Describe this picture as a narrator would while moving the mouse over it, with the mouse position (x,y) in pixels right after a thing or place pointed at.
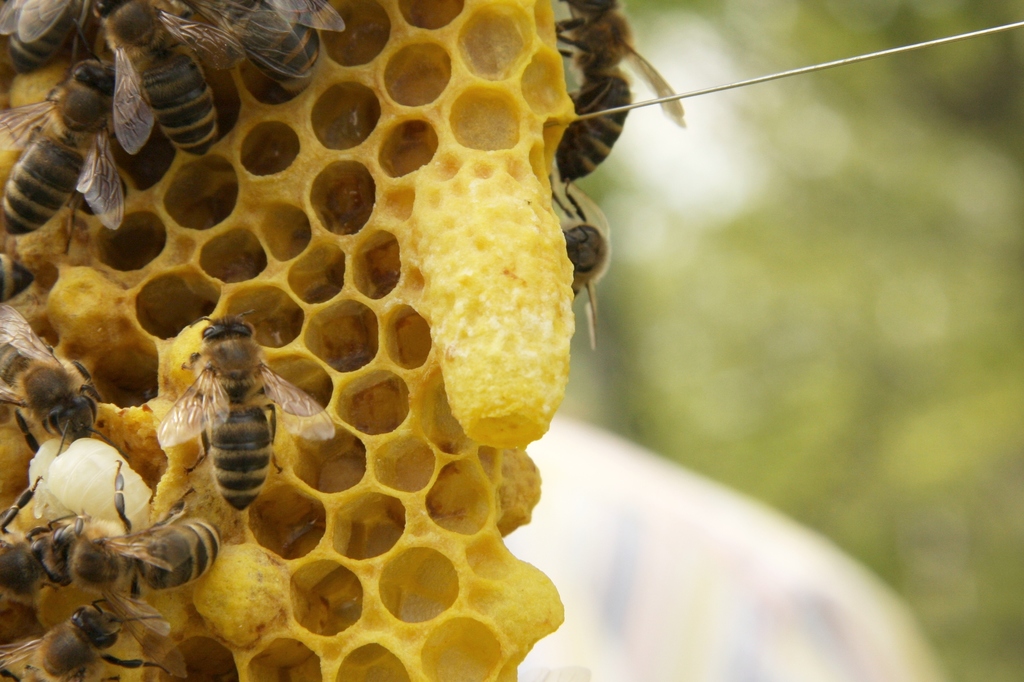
In this image in the front (372,219) there are honey bees (119,125) and there is an object (366,279) which is yellow in colour and the background (918,342) is blurry.
